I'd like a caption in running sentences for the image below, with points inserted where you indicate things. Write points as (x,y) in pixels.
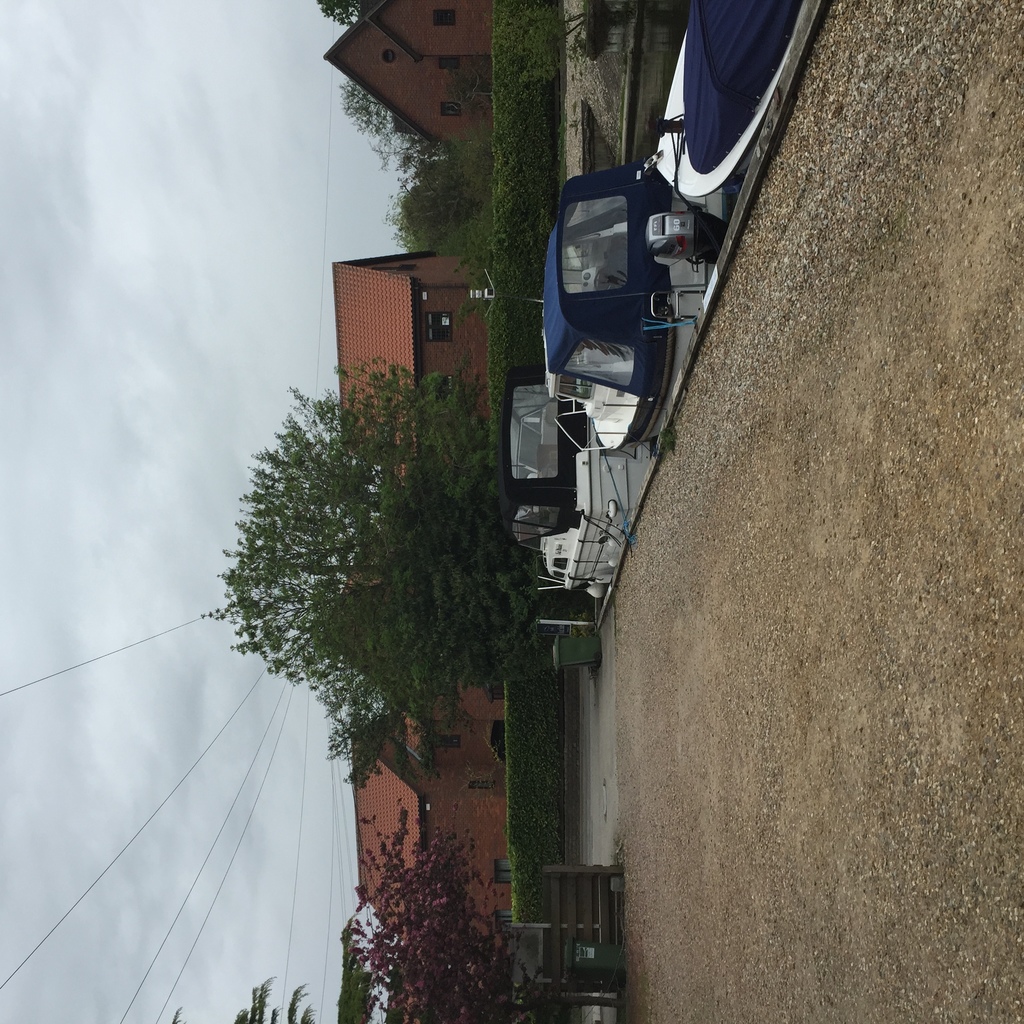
In this image at the top of the image (690,233) there are some boats (611,351), and in the center (420,616) there are some houses (363,347), trees (420,600) and some plants (513,101), dustbin (592,645), fence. And on the left side of the image (126,641) there is sky (173,1004), and on the right side of the image (817,671) there is sand (817,582).
